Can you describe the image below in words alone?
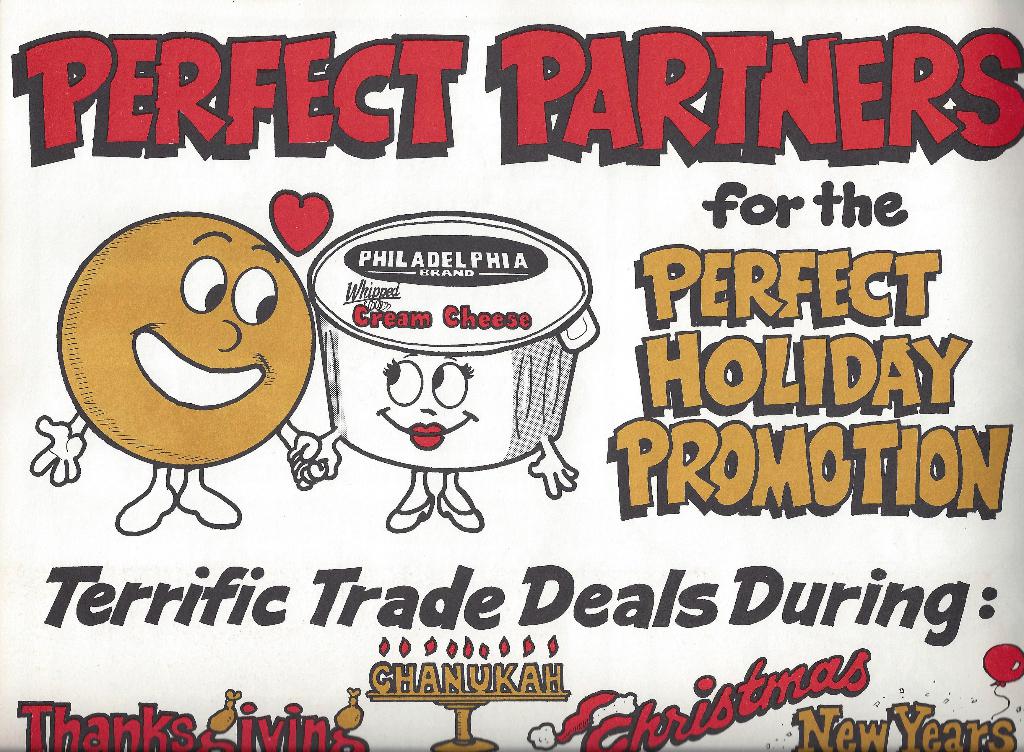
This is a poster, in this poster we can see some text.
